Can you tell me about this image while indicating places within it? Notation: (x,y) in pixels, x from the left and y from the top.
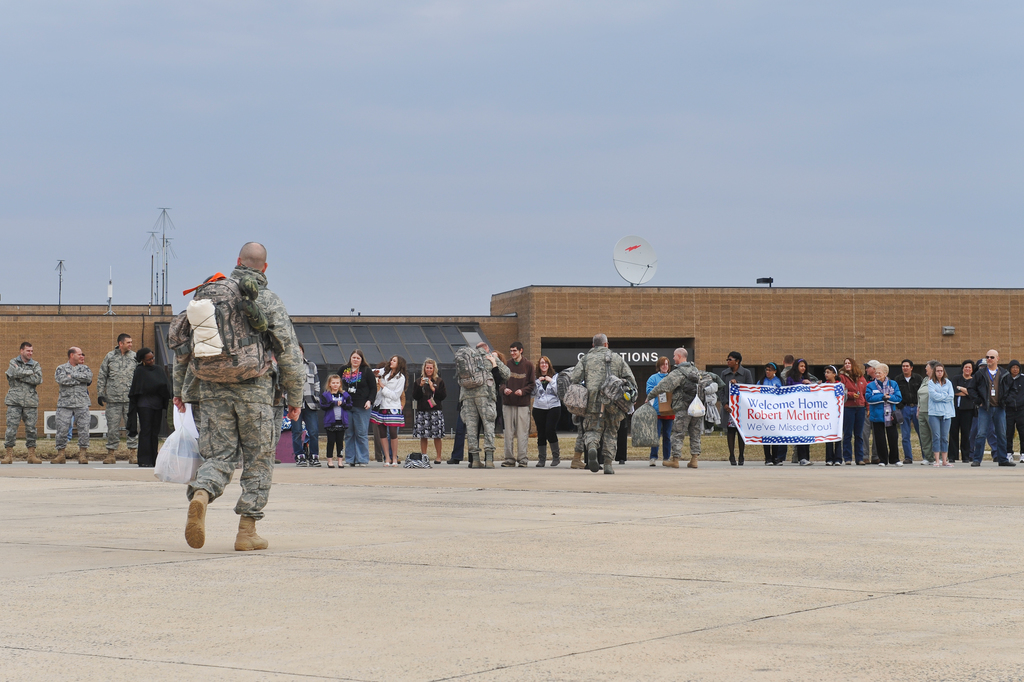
In this image there is an army personnel (213,451) walking, in front of him there are a few army personnel (487,388) and civilians (528,386) standing and holding banners (837,421) in their hand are welcoming them, behind them there is a building (452,326) with solar panels (434,343) and dish antennas (616,269) on it.
